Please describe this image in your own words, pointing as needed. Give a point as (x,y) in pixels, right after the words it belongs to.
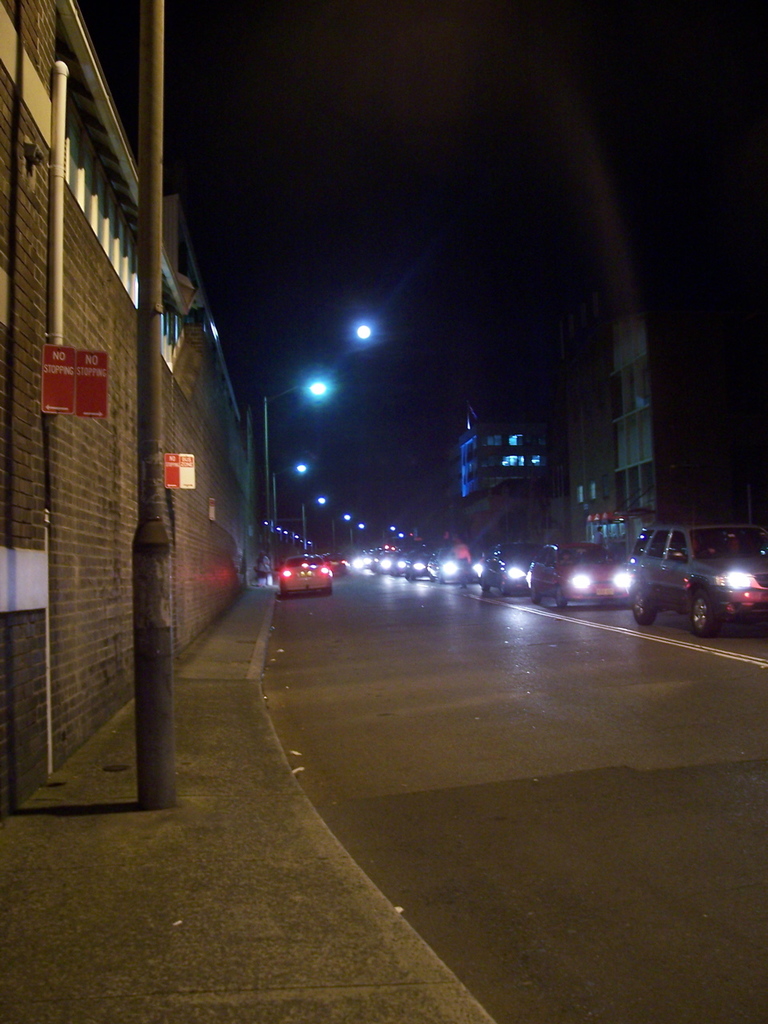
In the center of the image (311,592) there are cars (604,554) on the road (540,674). On both right and left side of the image (112,513) there are buildings (632,401). Beside the road (416,609) there are street lights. There are poles (150,554). In the background of the image (347,426) there is sky (273,141).
